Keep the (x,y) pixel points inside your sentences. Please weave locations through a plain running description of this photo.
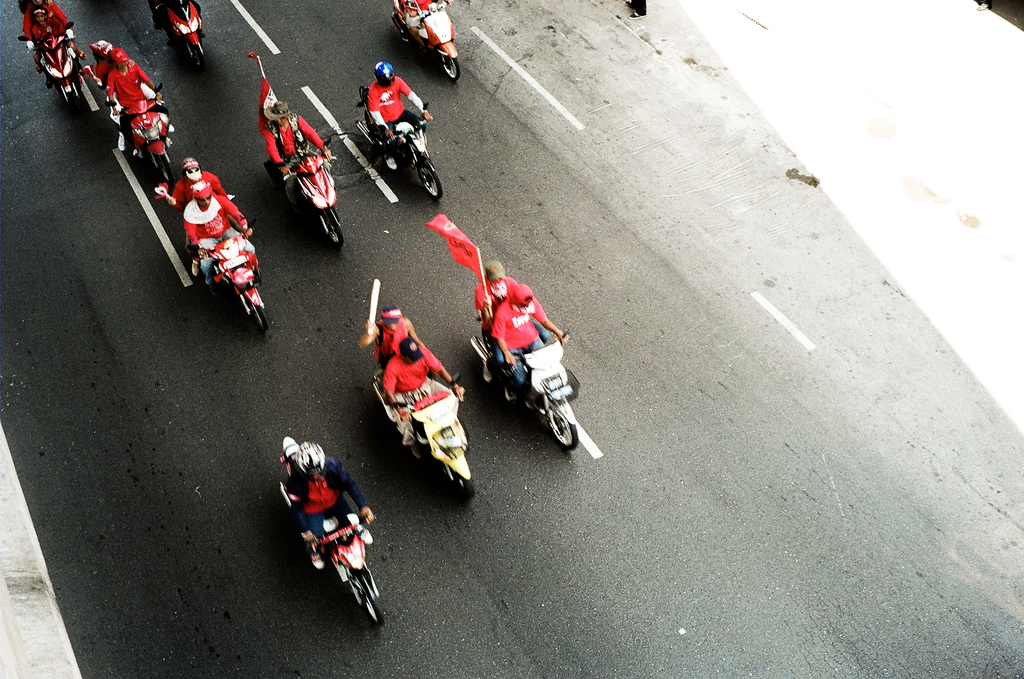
In this picture i can see many peoples (99,50) were riding a bike (310,181) on the road (659,496) and everyone is wearing red dress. In the center of the road (297,221) there is a man (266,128) who is holding a flag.
